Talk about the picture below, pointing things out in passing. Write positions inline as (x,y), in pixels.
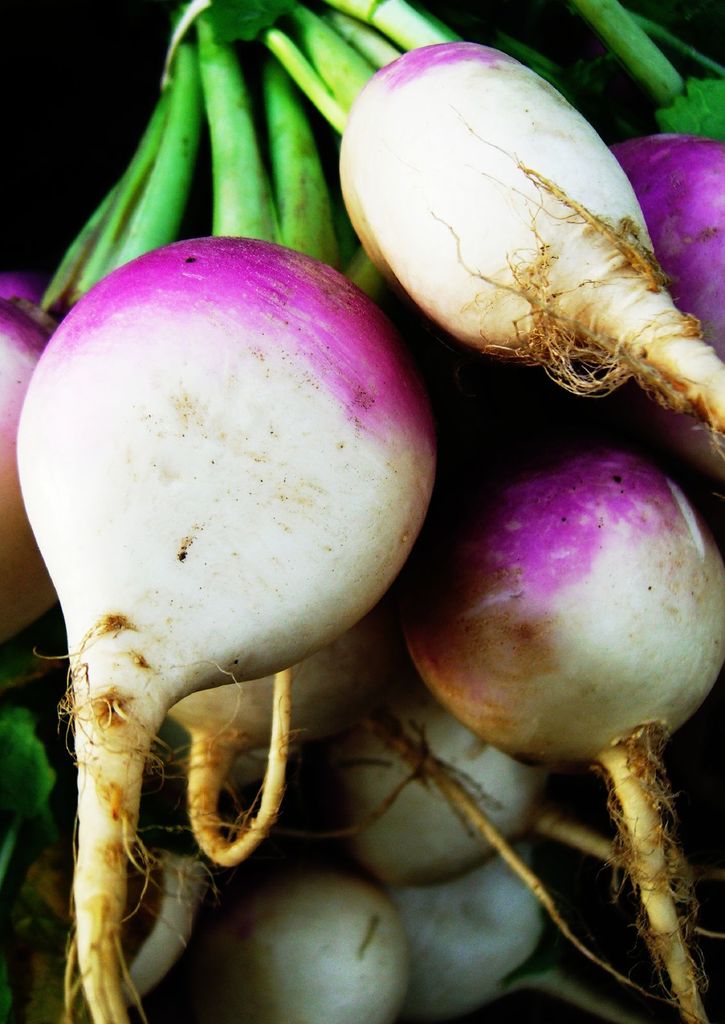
In the foreground of this image (322,462), there are turnips (636,641) and we can also see their stems (273,122).
